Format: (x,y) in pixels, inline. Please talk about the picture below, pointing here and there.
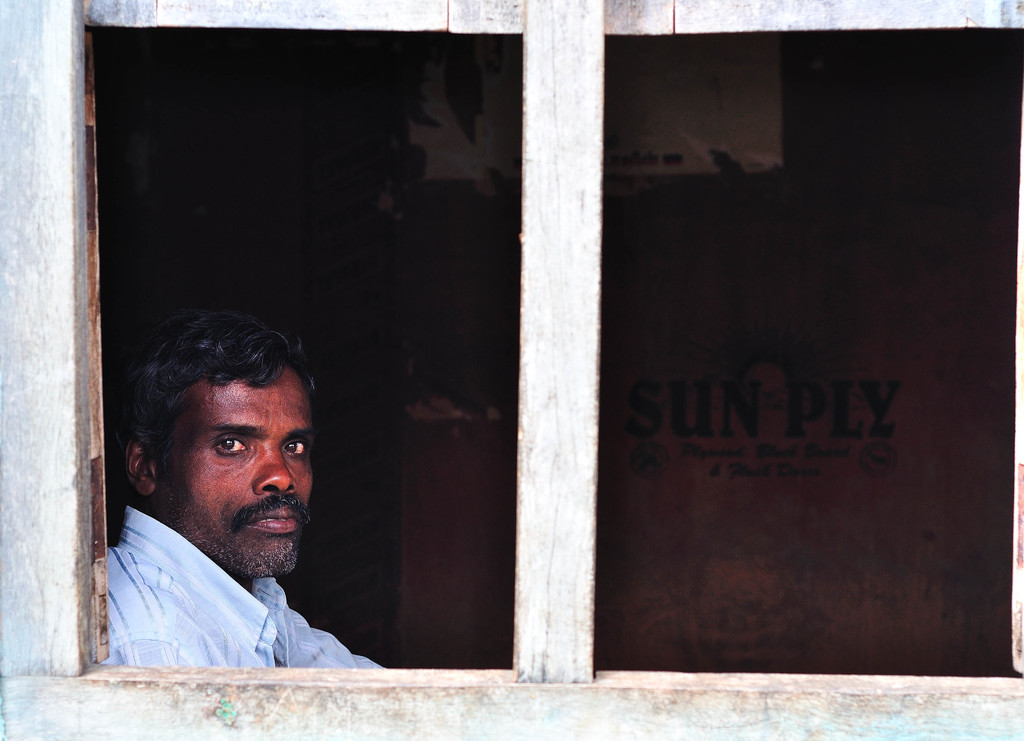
In this image I can see a person (256,563) wearing white color shirt (159,553). In front (545,429) I can see a window (102,575) and I can see brown color background (820,490).
